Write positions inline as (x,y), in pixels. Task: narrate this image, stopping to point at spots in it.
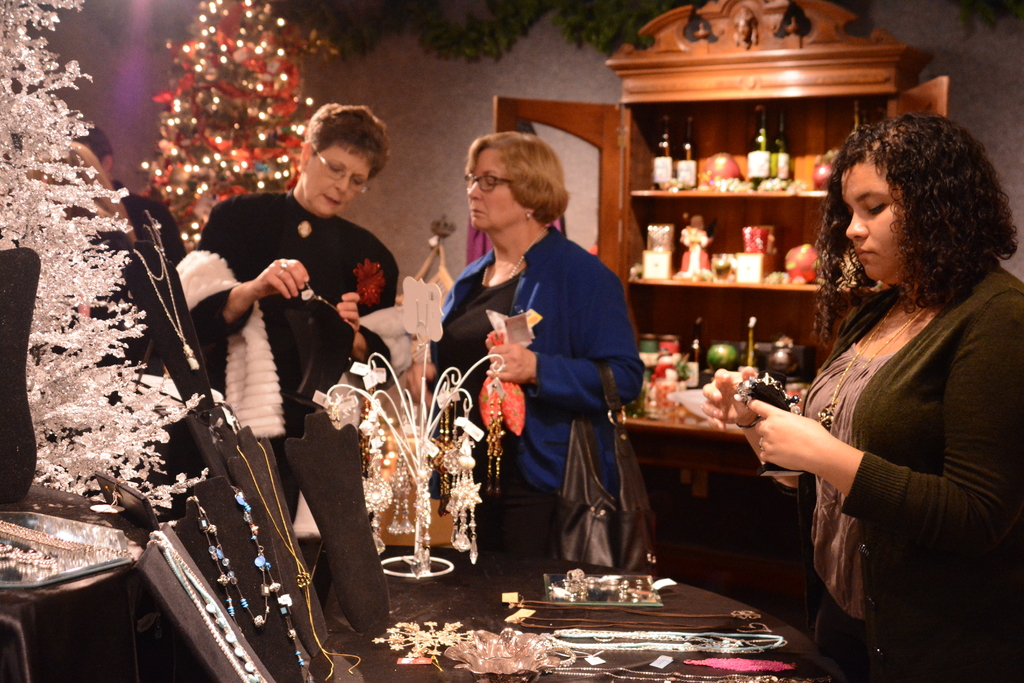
In this image in the center (465,270) there are three women (850,451) who are standing, and they are holding something. At the bottom (494,602) there is a table (362,642), on the table (409,617) there are some chains (627,644) and necklaces (646,638) and there is one stand (419,530). In the background (663,441) there is a cupboard (660,287), in that cupboard (740,166) there are some bottles (695,354) and some boxes (749,261) and candles (753,355). On the left side (224,166) there are some trees (182,135) and some people (88,150) are standing, and also there are some necklaces (230,613) and chains (262,552).
